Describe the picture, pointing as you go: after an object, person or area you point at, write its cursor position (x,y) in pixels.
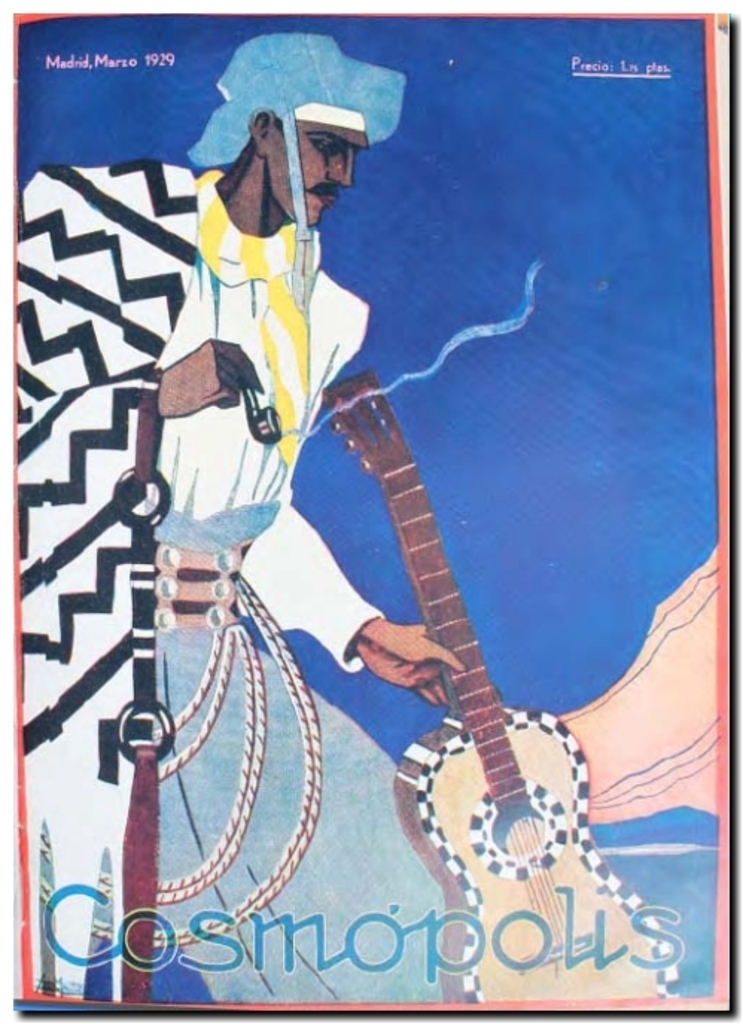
In this image there is a painting (234,487) of the person (207,509) standing and holding a musical instrument (472,777).
